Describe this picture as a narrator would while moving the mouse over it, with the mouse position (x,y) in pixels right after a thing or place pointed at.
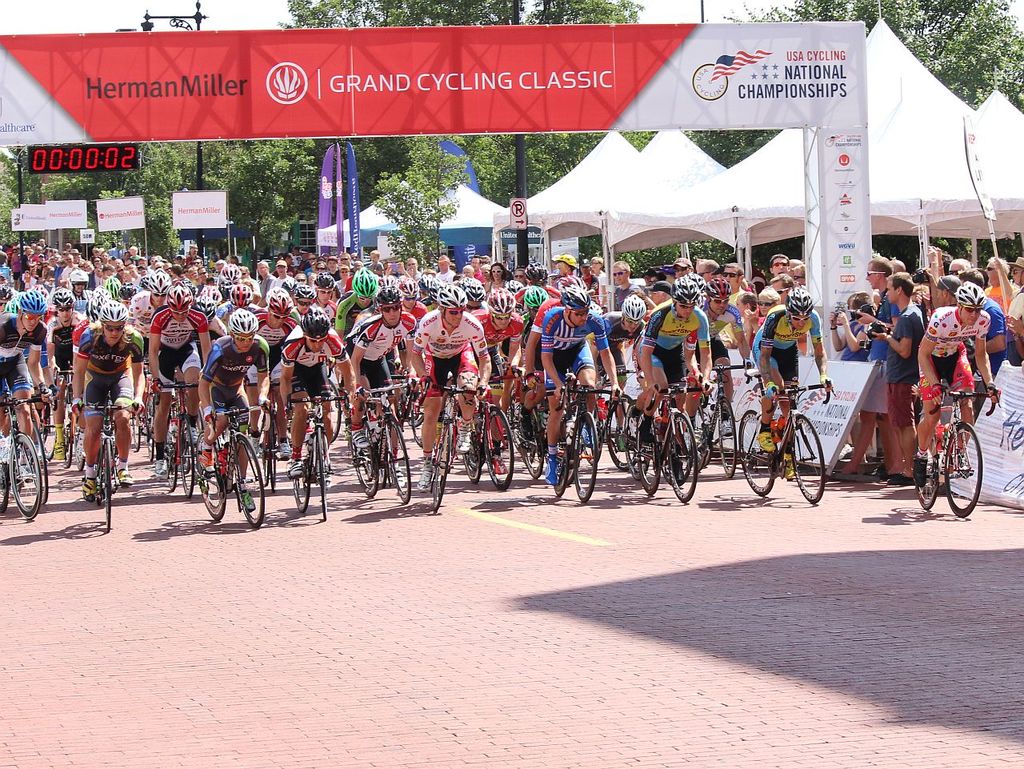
In this image, we can see the ground (858,523). There are a few people (379,368). Among them, some people (267,328) are riding bicycles (724,412). We can see some boards (817,419) with text (830,408). We can see some banners (328,161). We can see a hoarding (845,81) with some image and text (378,86). There are a few poles (200,24), trees (535,149). We can also see a signboard (524,221). We can see the sky (241,22). We can see some tents (916,113).
